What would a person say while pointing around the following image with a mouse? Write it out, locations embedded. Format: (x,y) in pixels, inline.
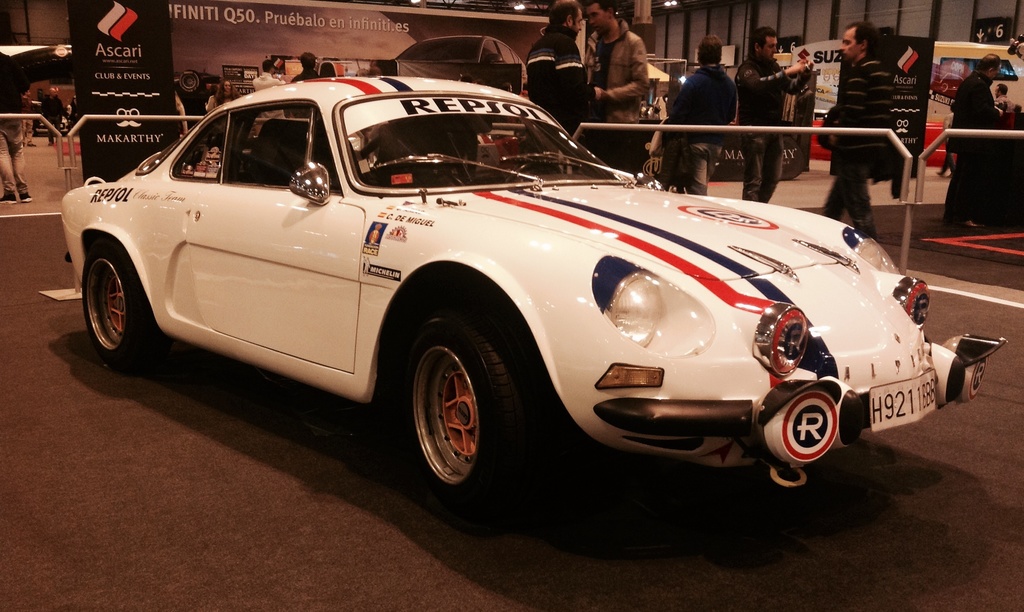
This picture contains a white car (579,232). Behind that, we see people (884,91) are standing. We even see a black color board (105,97) with some text (105,74) written on it. In the background (185,76), we see a banner (246,18) with a car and text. Behind the car (404,83), we see an iron rod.
